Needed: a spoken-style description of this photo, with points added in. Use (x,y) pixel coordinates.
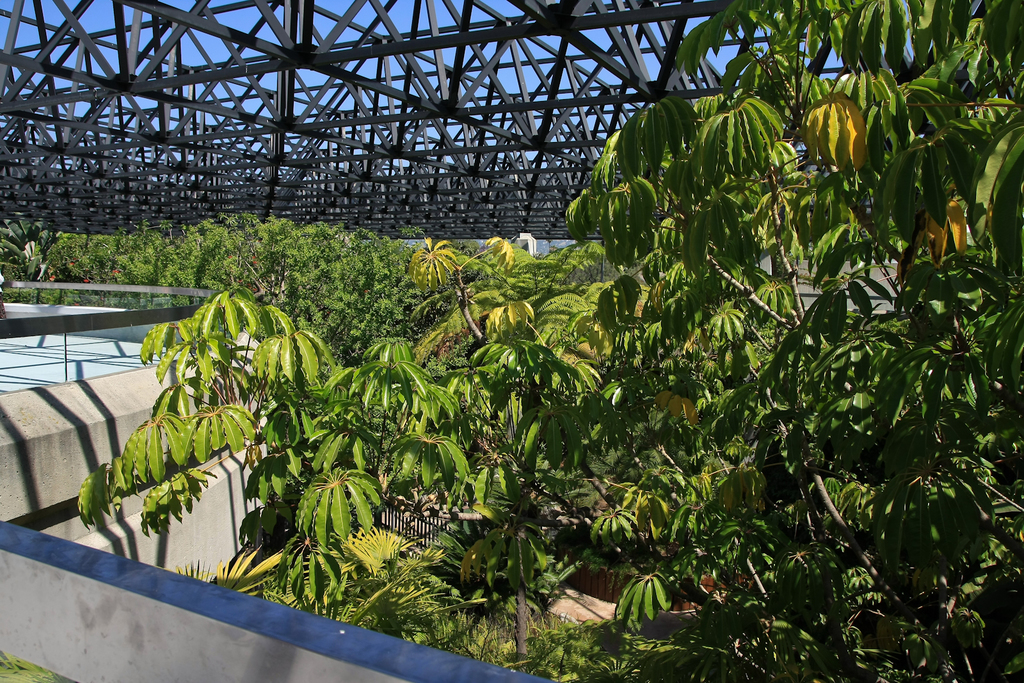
In this image, we can see some plants (585,423) and trees (579,467) which are in green color. We can also see a bridge (394,115) and a compound wall (81,592).
